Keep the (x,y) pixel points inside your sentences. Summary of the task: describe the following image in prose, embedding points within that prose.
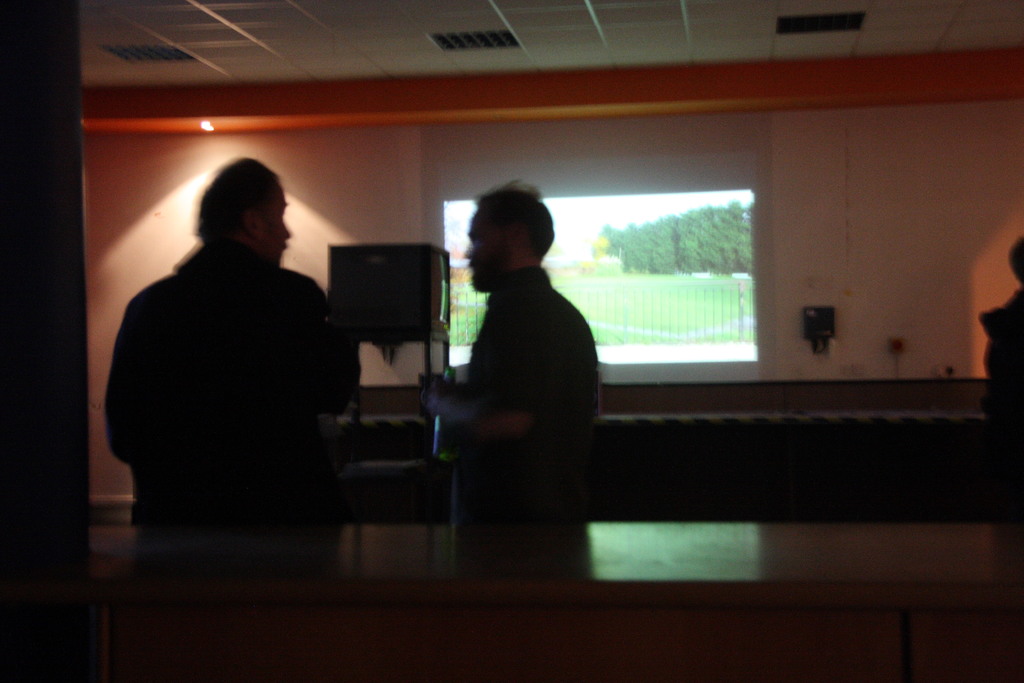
In this picture there are two persons (495,320) standing beside the table (513,550). Both of them are wearing black shirts (528,370) and one of the person (455,408) is holding a bottle (453,393). In the center (635,286), there is a screen (672,292). On the screen (574,249) there are plants (678,234), grass (600,297) can be seen. On the top (381,25) there is a ceiling (662,57).
